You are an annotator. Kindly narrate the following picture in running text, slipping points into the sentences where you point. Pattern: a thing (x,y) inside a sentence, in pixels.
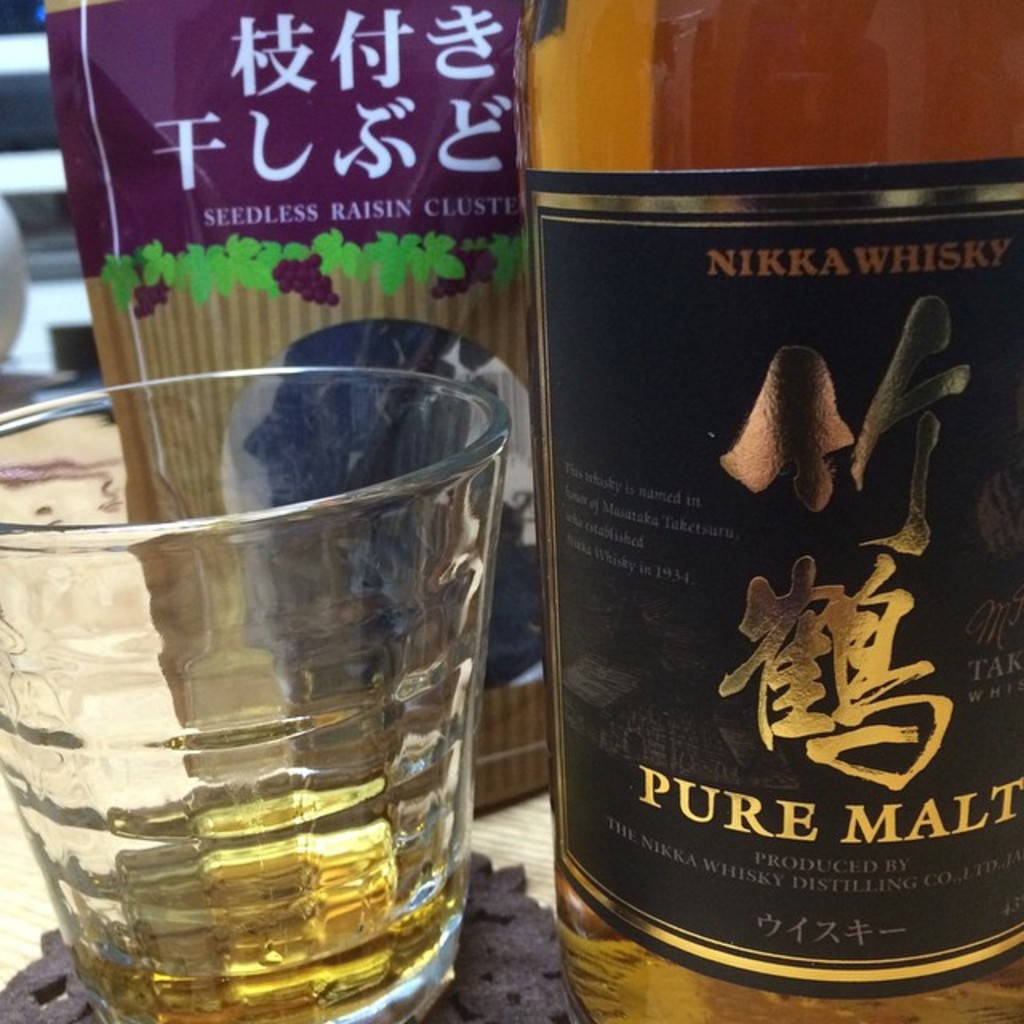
In this image I can see a glass bottle (769,467) and glass (328,746).
